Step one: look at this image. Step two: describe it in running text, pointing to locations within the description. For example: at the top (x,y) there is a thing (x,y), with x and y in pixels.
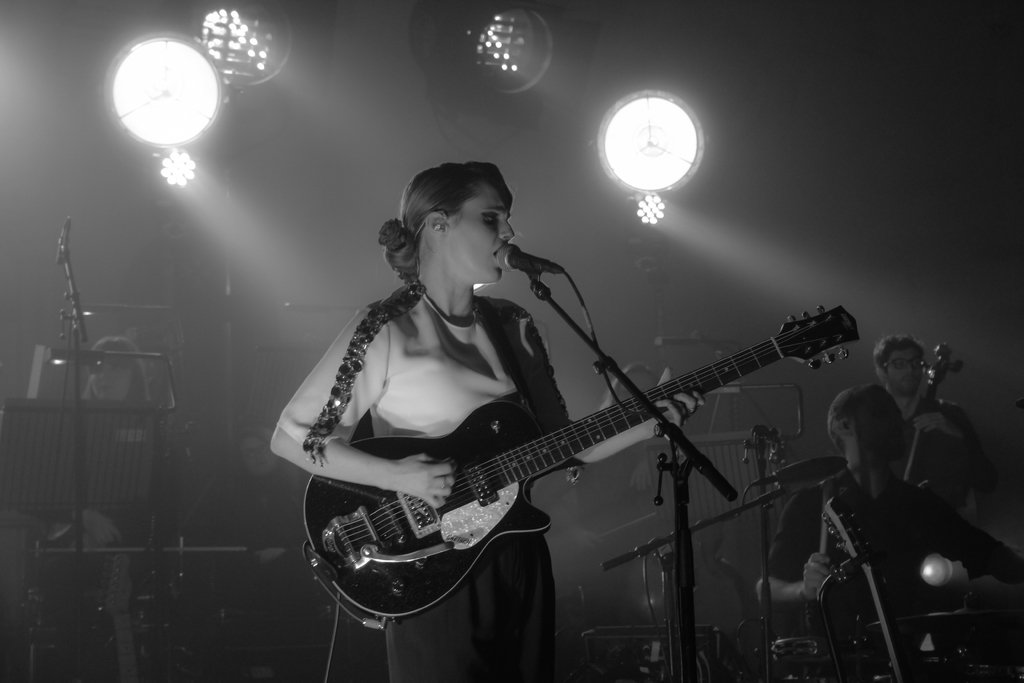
In this image i can see a woman (475,299) playing guitar (466,487) and singing in front of a microphone (515,255) at right (871,436) i can see two persons (921,512) playing musical instrument (948,364) at the back ground (698,139) i can see a light (645,146).
